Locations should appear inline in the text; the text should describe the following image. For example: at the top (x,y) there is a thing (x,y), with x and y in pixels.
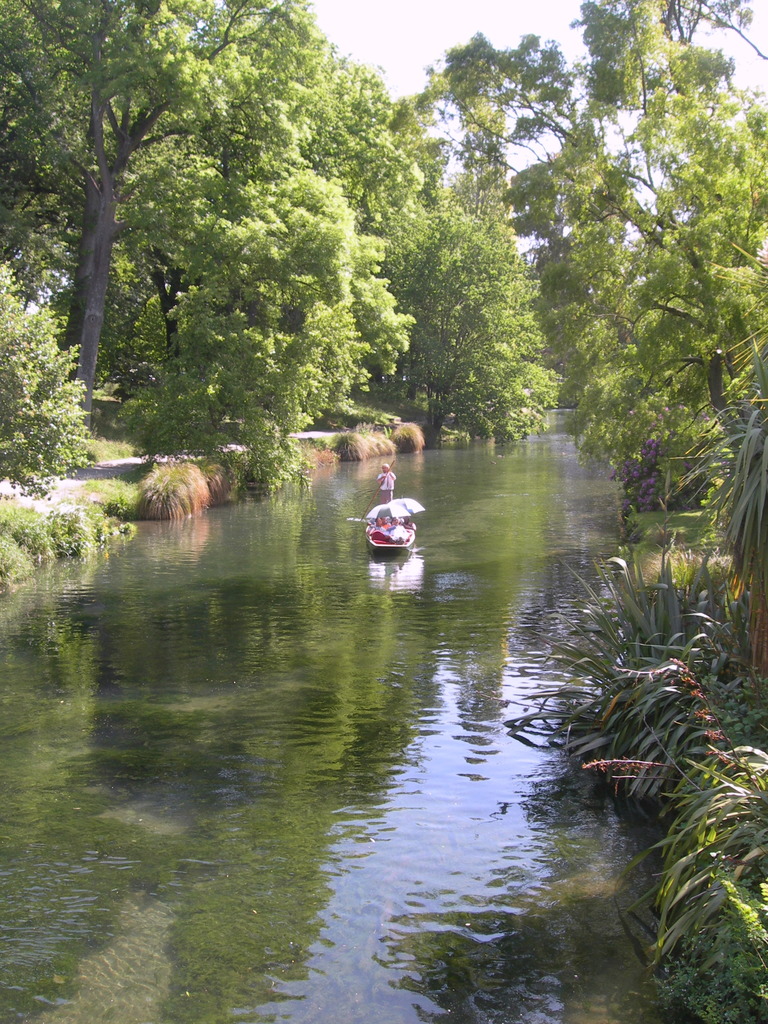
In this image I can see a boat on the water (450,587), background (571,325) I can see trees (392,353) in green color and the sky (411,15) is in white color.
